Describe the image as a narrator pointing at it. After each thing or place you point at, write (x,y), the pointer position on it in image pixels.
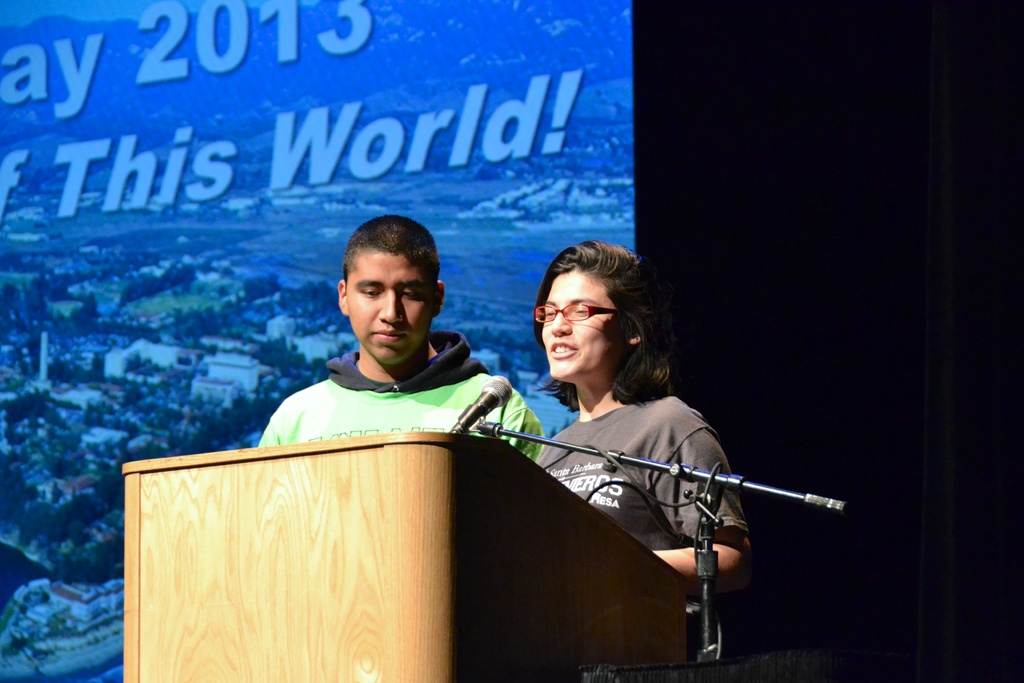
In this image two people (589,411) are standing in front of the dais (379,560). Beside the dais (567,539) there is a mike (707,629). At the background (250,206) there is a screen (203,159).
